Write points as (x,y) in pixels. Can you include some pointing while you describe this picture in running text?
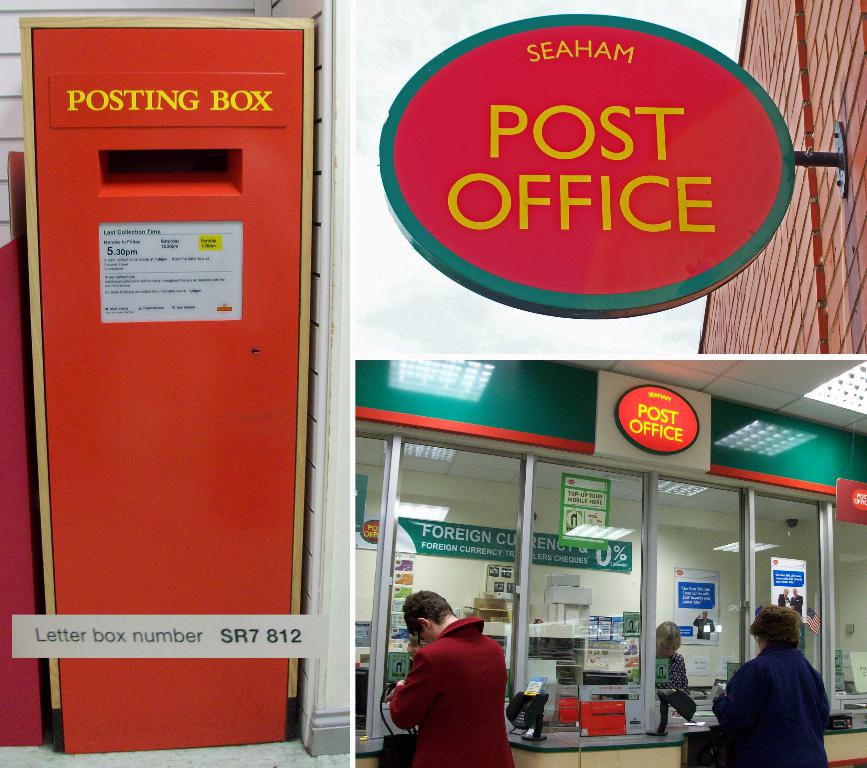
In the foreground (762,663) I can see a group of people (760,680) on the floor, a post box (239,534), boards (397,670), systems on the table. In the background (344,576) I can see a wall (617,509) and lights (661,485). On the top (382,27) I can see the sky (455,32). This image is taken during a day.
